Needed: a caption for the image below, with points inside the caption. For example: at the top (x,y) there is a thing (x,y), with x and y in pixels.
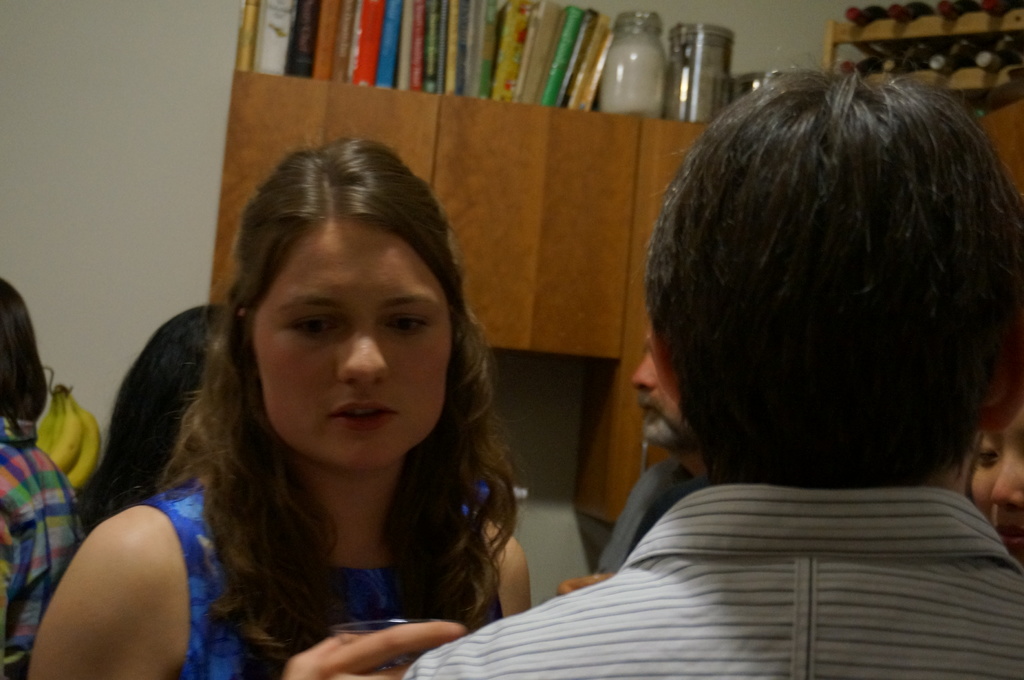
The picture is clicked inside a room (158,492). In the foreground (240,533) a lady (212,533) wearing blue dress (210,629) is holding a glass (365,623). Here there are other men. In the background (558,73) on a shelf (482,104) there are books (468,55), bottles (658,65). This is a cupboard (527,156).
